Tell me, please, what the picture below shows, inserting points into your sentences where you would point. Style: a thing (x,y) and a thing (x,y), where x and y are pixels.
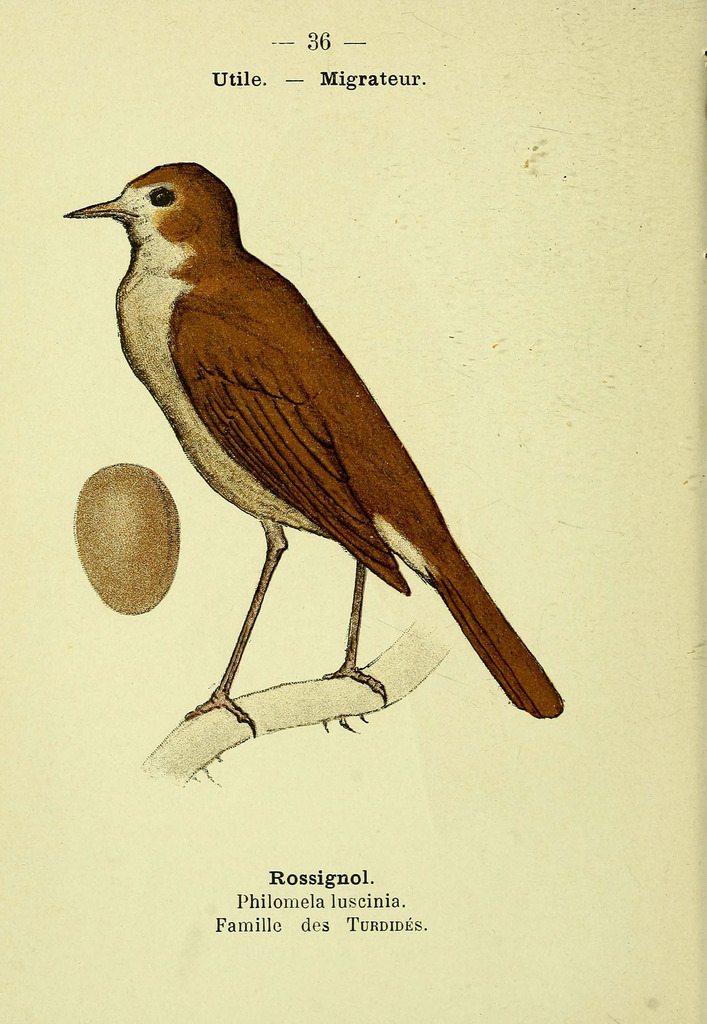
In this picture, we see the drawing (214,212) of the bird (348,417) which is on the branch (299,714) of the tree (435,645). This bird (286,527) is in brown color. In front of the bird (202,254), we see the egg (85,572). At the bottom (369,934), we see some text (375,927) written. In the background (628,584), it is white in color. This picture might be drawn on the white paper (427,345).
